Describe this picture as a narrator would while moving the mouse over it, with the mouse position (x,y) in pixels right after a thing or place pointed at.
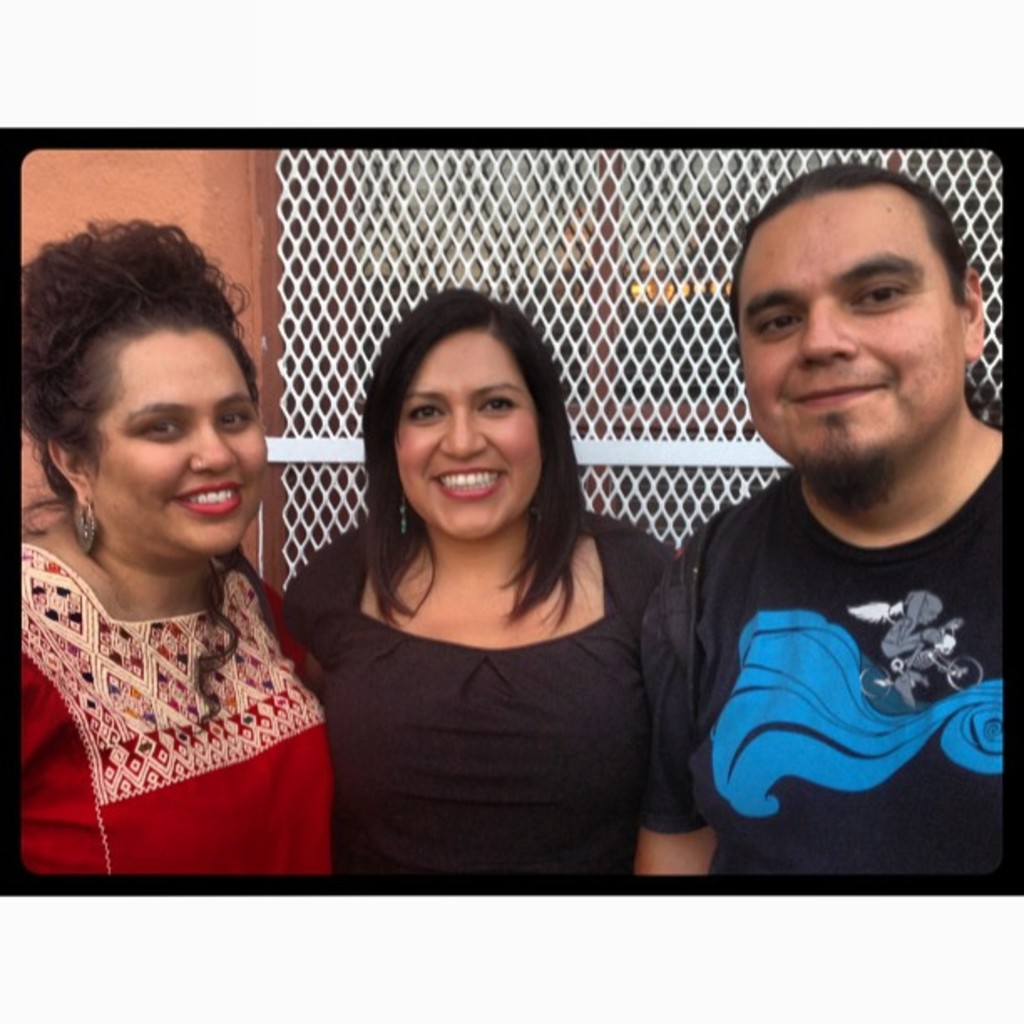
In this image we can see there are three persons (469,609) standing near the wall (266,378). And we can see the windows (638,206) attached to the wall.
